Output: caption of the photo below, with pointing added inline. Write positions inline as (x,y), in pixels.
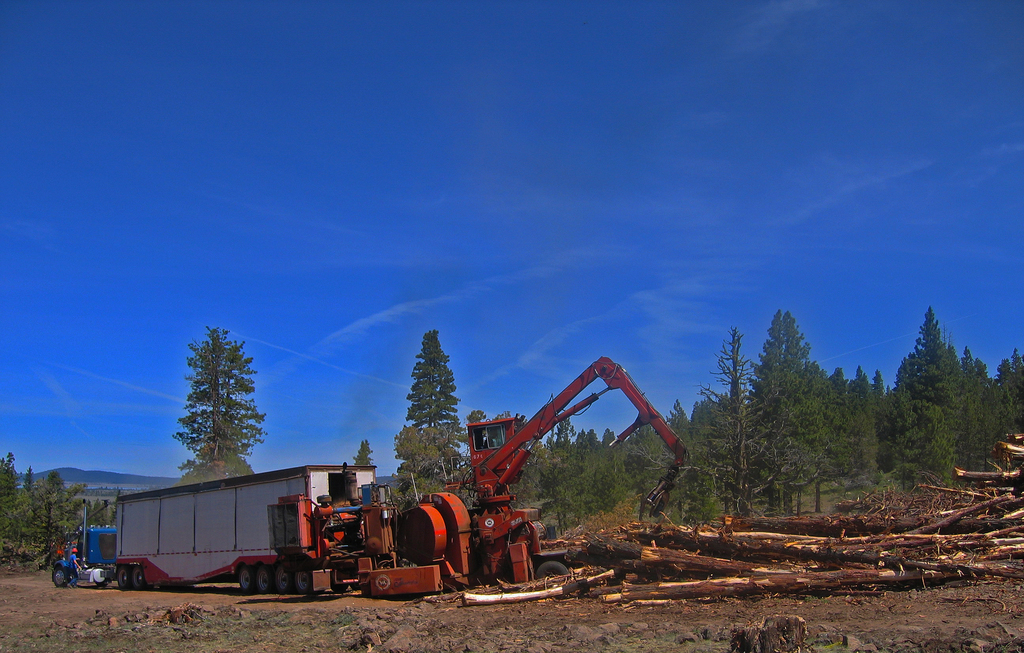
Here we can see a excavator (386,574), container (154,513), vehicles (96,558) and few persons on the ground (53,612). In the background (60,499) we can see trees (35,495), mountains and clouds (687,286) in the sky (489,154). On the right (730,582) there are wooden logs (988,485) on the ground (767,598).
